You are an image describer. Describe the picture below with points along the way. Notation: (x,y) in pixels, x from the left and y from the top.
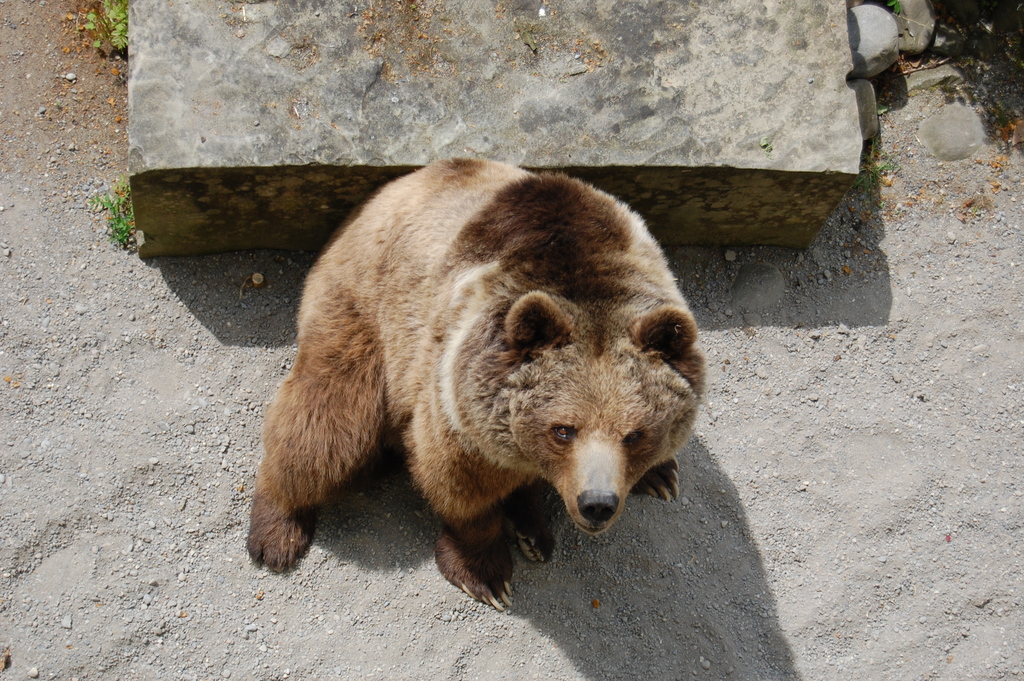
In this image we can see an animal (449,411). There are few plants (102,29) at the left side of the image (111,204). There are few stones (659,101) in the image.
